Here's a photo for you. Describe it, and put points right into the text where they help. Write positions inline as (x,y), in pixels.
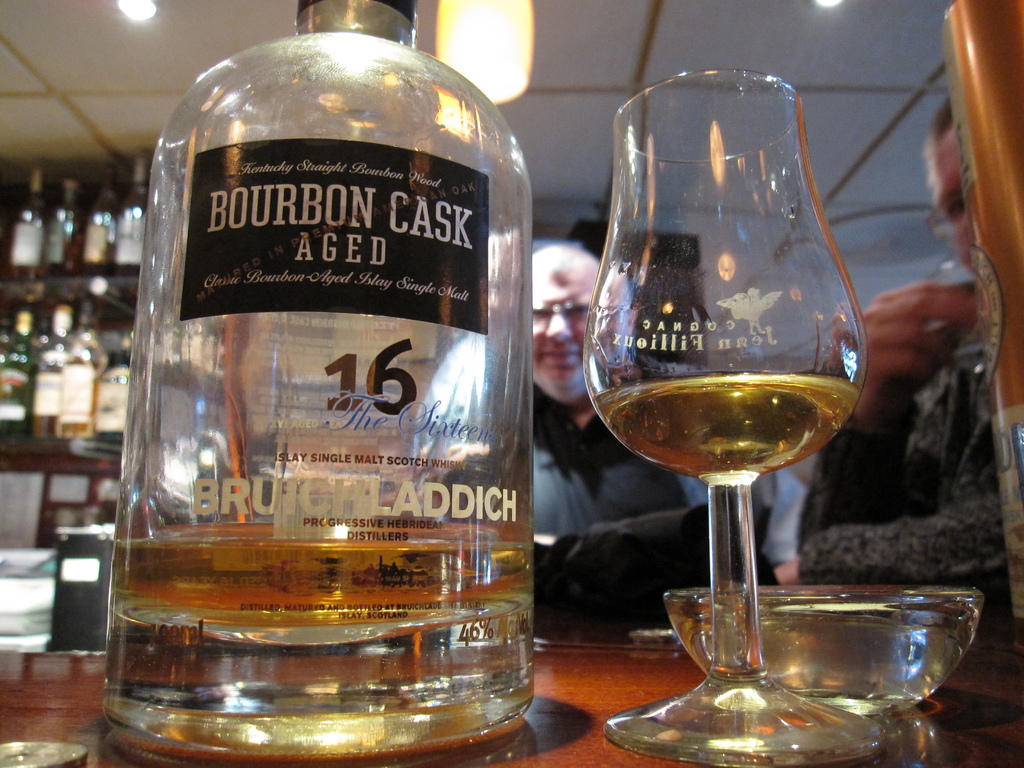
In this image we can see a glass (639,438), bottle (429,453) and a bowl (836,620) which are placed on the table (638,681). On the backside (562,401) we can see two people (572,450) sitting and some bottles (62,408) which are placed in the racks (65,393). We can also see a roof (74,97) with some ceiling lights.
